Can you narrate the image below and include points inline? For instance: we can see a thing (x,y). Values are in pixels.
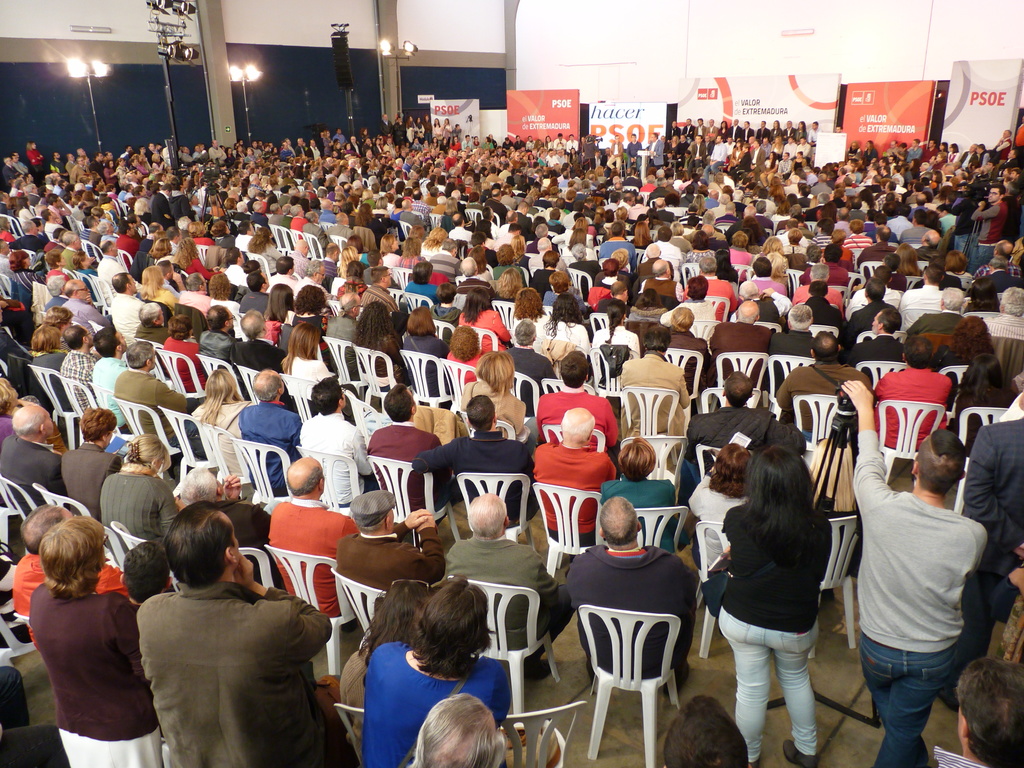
In the picture there is stadium (765,31) in which many people (545,455) are sitting on the chair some people (206,155) are standing near to them on the stage (780,133) there are some people (728,150) near to the podium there are two people (659,157) talking there are many banners (820,99) present near to them near to the people (485,161) there are lights (166,57) present.
